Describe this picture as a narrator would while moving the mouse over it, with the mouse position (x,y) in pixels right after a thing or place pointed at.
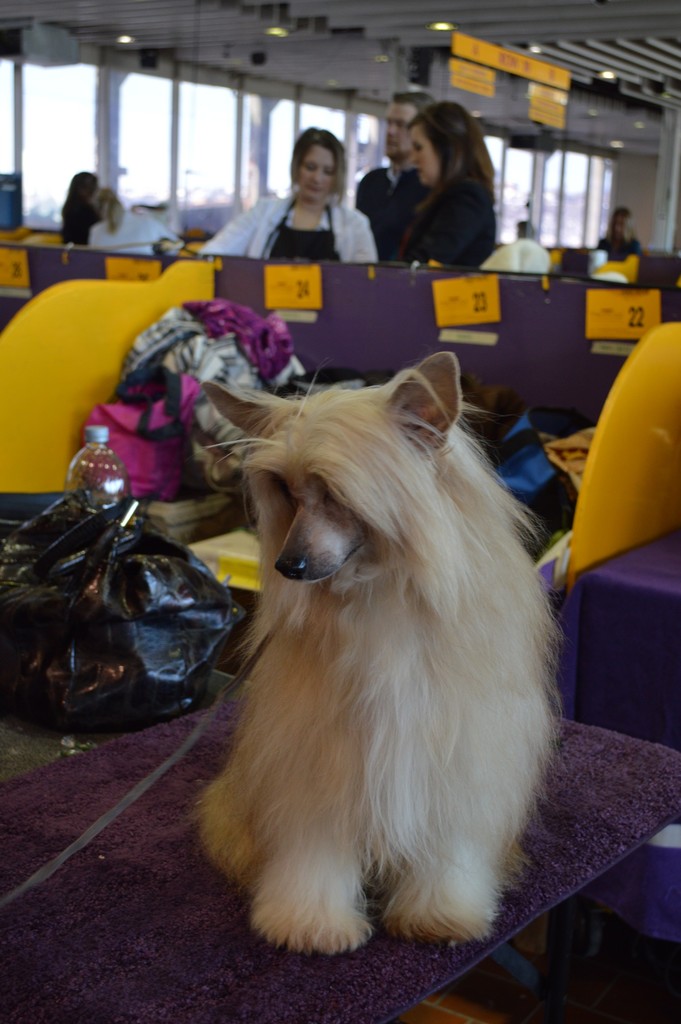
In this picture I can see a dog (274,490), bag (16,576) and a bottle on the table (30,988), there are group of people (446,216) standing, there are boards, lights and some other objects (589,489), and in the background (229,153) there are glass windows (229,153).
